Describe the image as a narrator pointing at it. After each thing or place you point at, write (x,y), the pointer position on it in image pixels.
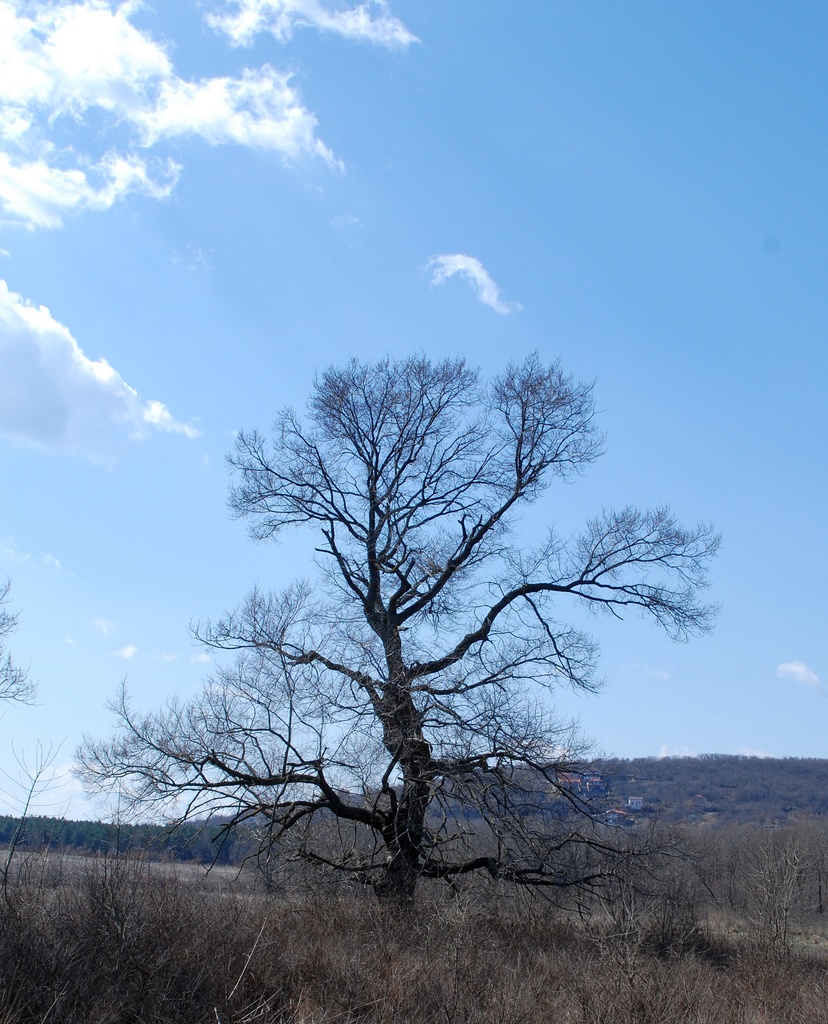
This picture is clicked outside the city. In the foreground (619,900) we can see the dry grass (451,936) and the dry tree (372,496). In the background (292,153) there is a sky (553,153) with some clouds (19,118) and we can see some other objects (657,774).
